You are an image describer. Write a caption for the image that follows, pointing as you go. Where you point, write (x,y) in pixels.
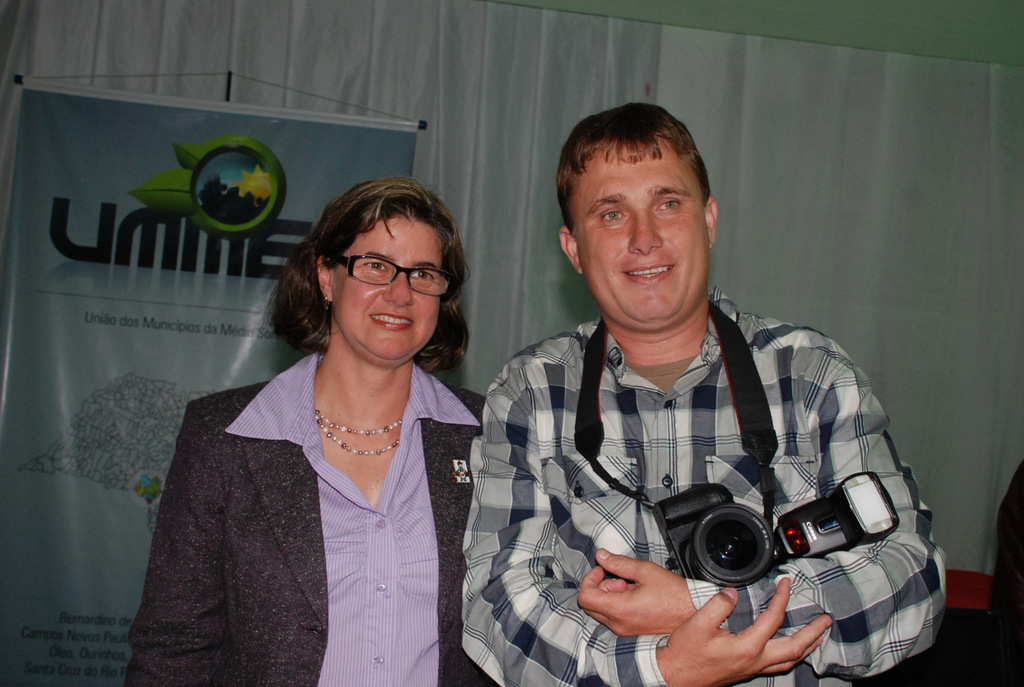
A man (717,448) is posing with a camera (686,512) and beside him there is a woman (366,445).
